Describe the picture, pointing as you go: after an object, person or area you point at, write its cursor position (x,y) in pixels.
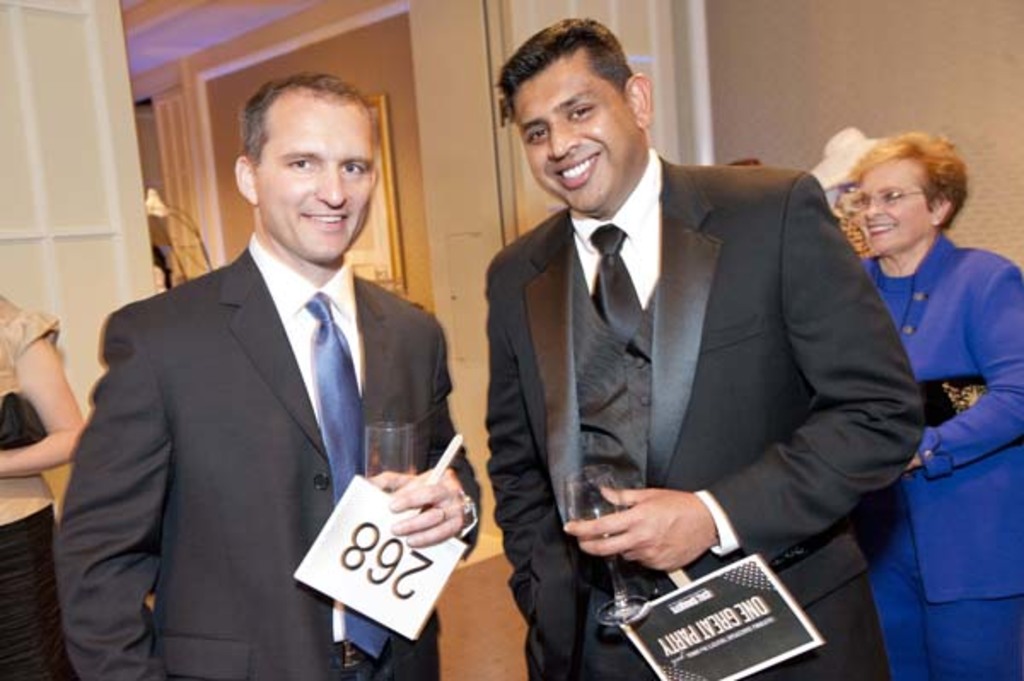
In this image, we can see some people (376,403) standing and there is a door (69,131), we can see the wall (872,56).
